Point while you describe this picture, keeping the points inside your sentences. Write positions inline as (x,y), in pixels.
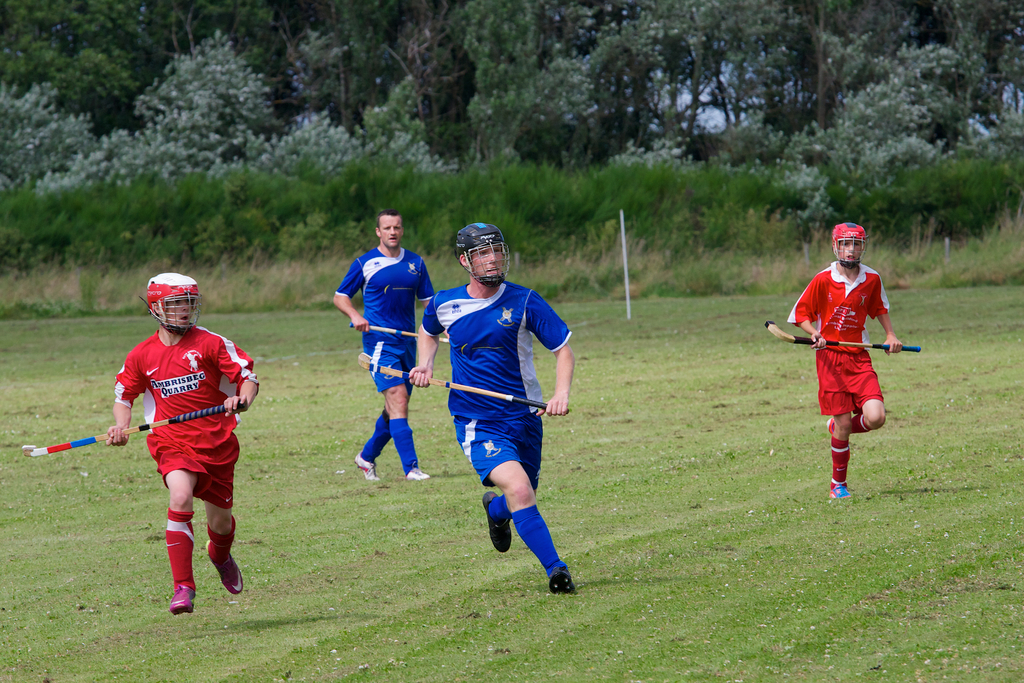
In this image we can see people (379,437) running and holding bats (448,383) in their hands (429,378). In the background (389,82) there are trees (472,107) and grass (769,250).
